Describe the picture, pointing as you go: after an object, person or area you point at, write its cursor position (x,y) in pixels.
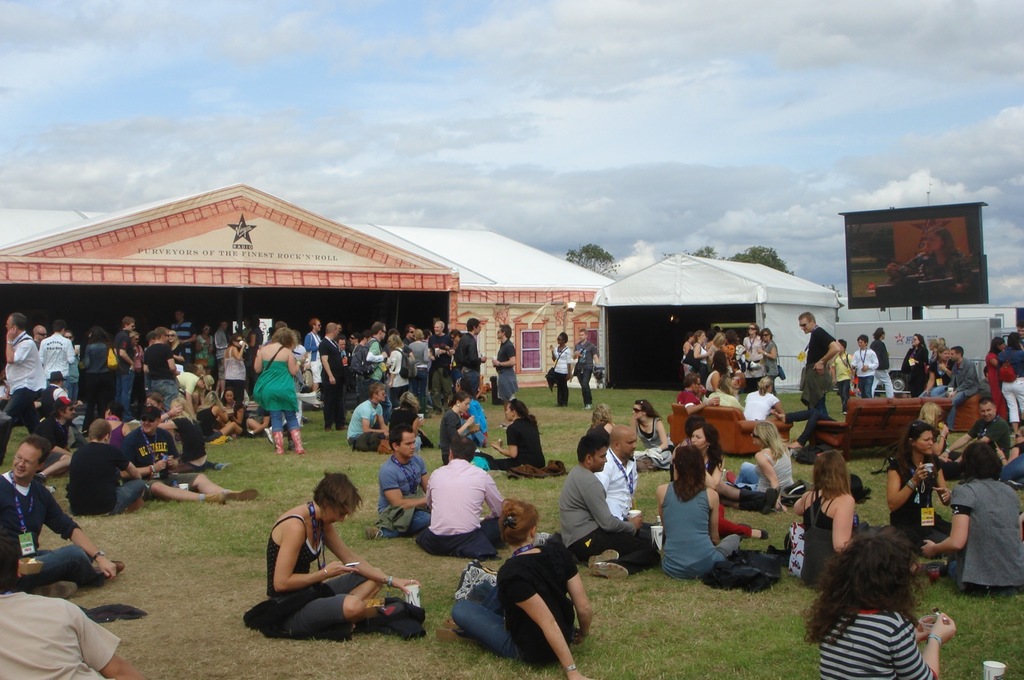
Sky (639,38) is cloudy. Few people (570,546) are sitting on grass (214,571). Here we can see sheds (671,280), screen (927,255), people (693,353) and trees (694,254). These are couches (734,422).
